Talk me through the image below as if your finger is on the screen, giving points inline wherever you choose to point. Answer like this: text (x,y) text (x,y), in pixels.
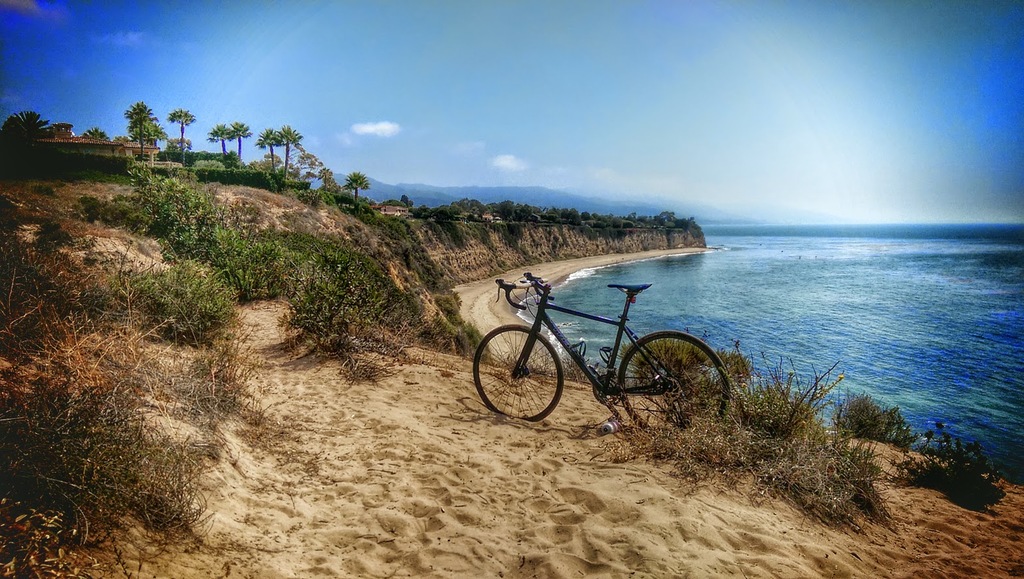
In the center of the image (610,380) we can see cycle (557,397) on the sand (494,473). In the background (57,213) we can see trees (268,188), houses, plants (329,287), sand (266,303), water (682,294), hills (581,191), sky (390,150) and clouds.
